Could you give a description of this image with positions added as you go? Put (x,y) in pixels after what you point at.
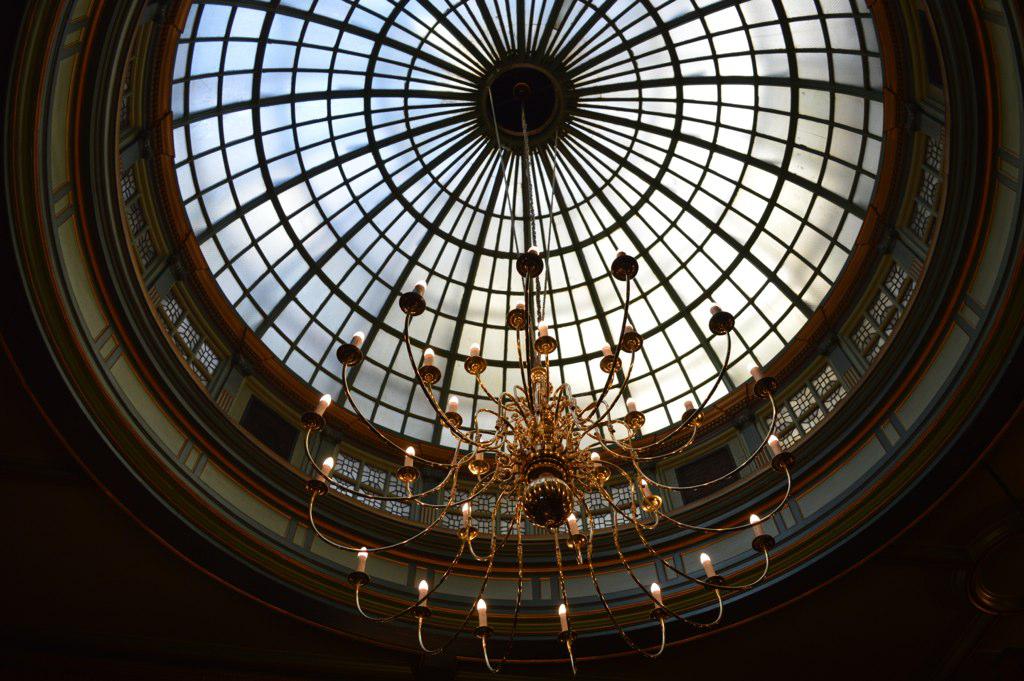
In this image I see the chandelier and I see the roof (698,290) and I see that it is a bit dark over here.
